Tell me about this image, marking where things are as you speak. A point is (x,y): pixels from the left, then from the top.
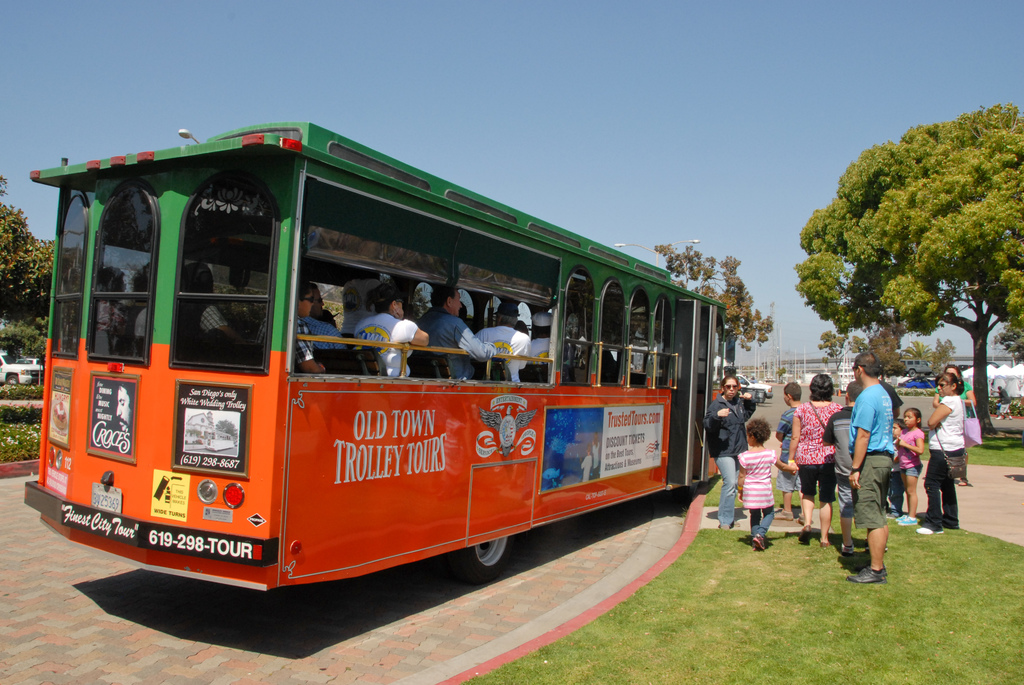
This is an outside view. Here I can see a bus (421,409) on the road (410,624). Inside the bus (471,317) few people (381,335) are sitting. On the right side (810,432) there are few people (793,482) standing on the ground (905,558). Here I can see the green color grass (788,636). In the background (868,222) there are some trees (840,307) and vehicles (761,390) on the road (774,384) and also I can see some poles (767,362). On the top of the image (534,84) I can see the sky (531,81).
